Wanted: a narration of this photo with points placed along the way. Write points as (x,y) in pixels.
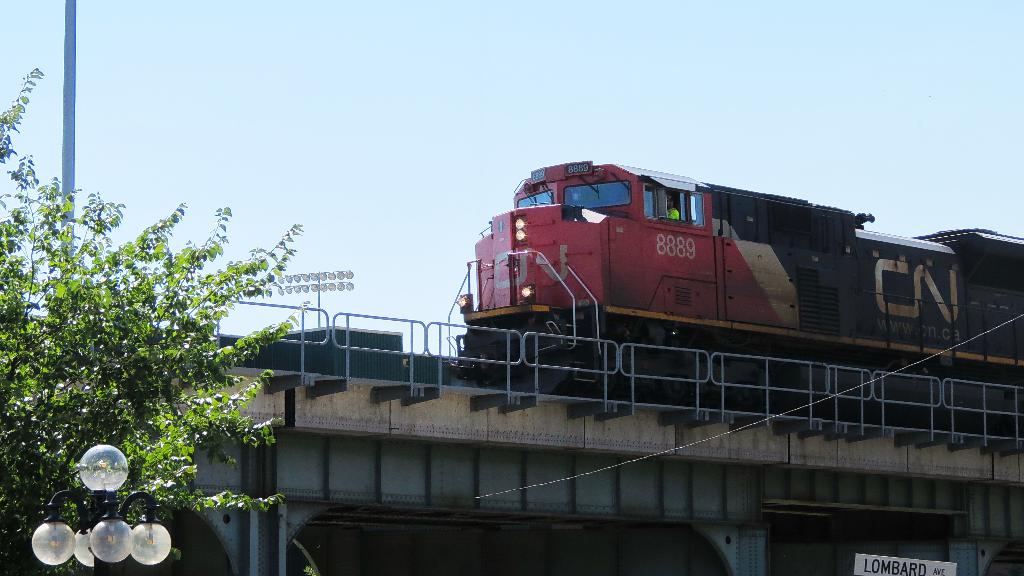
In this image I can see the train (739,283), railing (811,394) and the pole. In front (13,445) I can see few lights (150,526) attached to the pole (84,513), trees (97,393) in green color. In the background (251,79) the sky (283,88) is in white and blue color.
